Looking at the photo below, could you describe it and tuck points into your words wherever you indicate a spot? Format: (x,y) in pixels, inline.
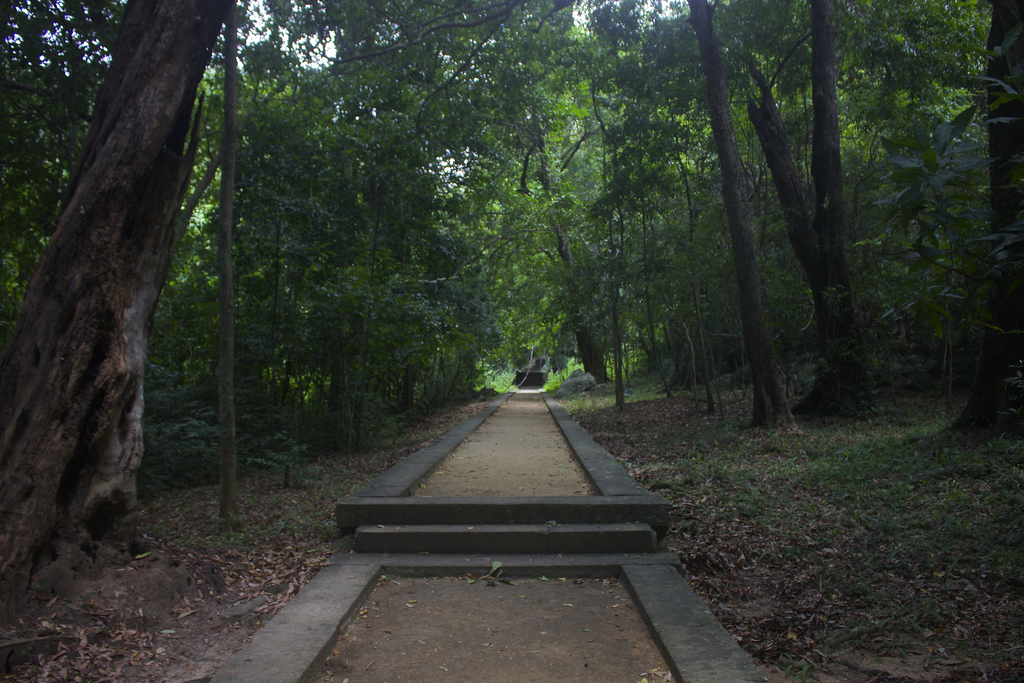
This is an outside view. At the bottom (490,517) there is a path (462,575) and on the both sides there are many trees (616,334). I can see the grass (783,554) and leaves (692,567) on the ground (292,572).
